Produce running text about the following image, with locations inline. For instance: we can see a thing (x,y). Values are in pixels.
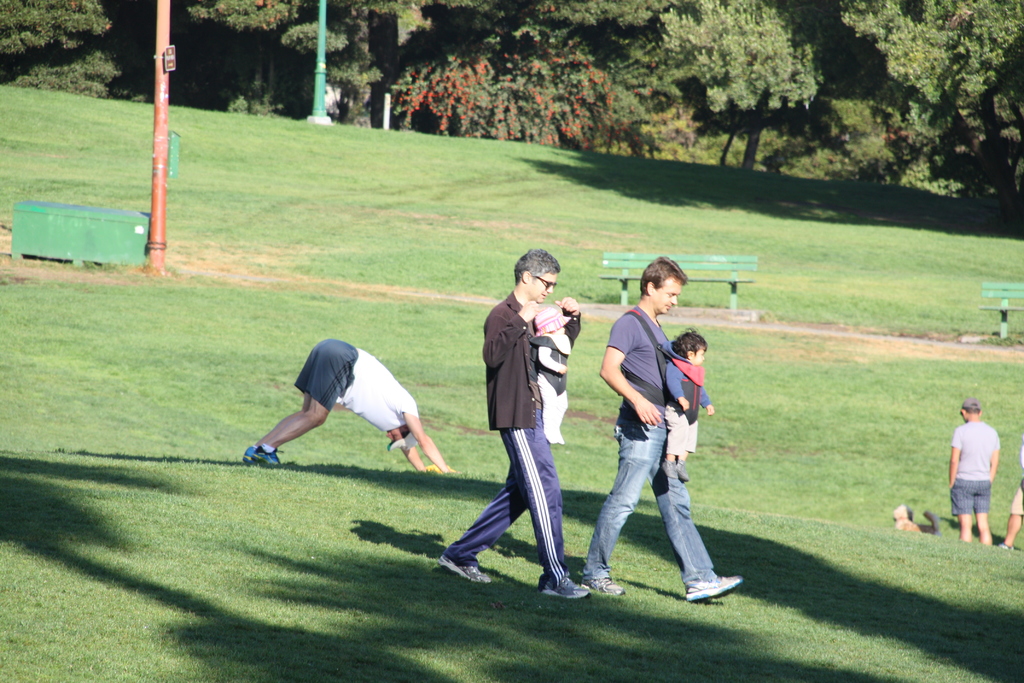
In the foreground of the image (624,400) there are two people (612,355) carrying babies (558,340) and walking on the grass (664,601). In the background of the image (978,453) there are people (357,406). There are benches (999,293), poles (322,34). In the background (574,3) there are trees (614,123). At the bottom of the image (215,615) there is grass (142,609).
